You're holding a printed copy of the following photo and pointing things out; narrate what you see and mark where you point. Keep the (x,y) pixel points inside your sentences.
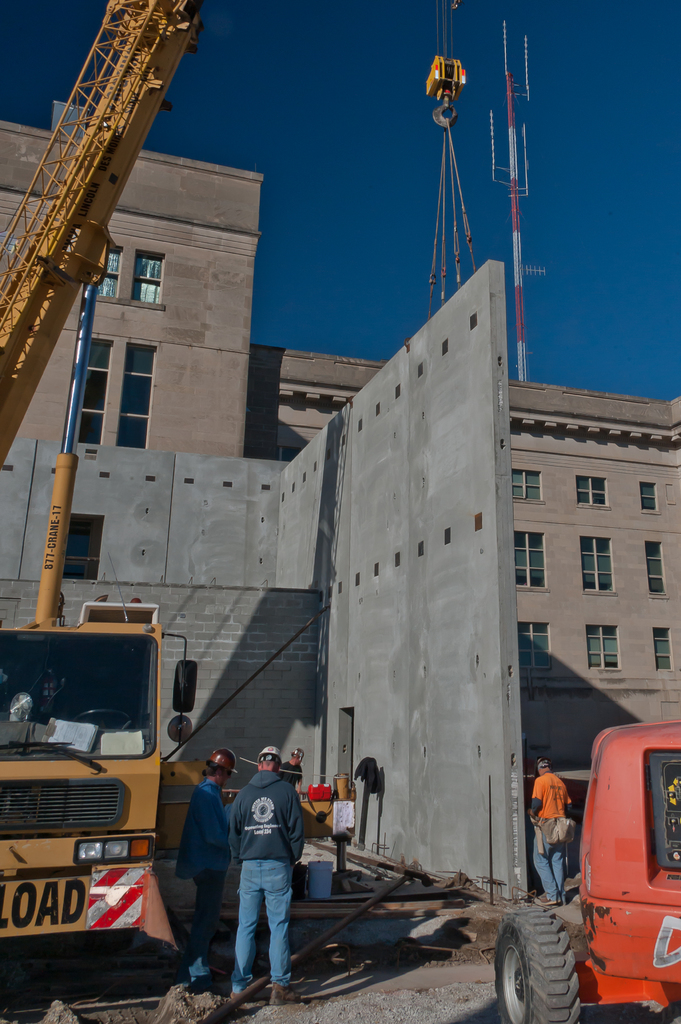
There are some persons (221,841) standing at the bottom of this image (196,847) and there is a building (388,556) in the background (333,551). There is a crane (89,612) on the left side of this image (36,711) and vehicle (585,971) is at bottom right corner of this image (599,892). There is a blue sky (356,176) at the top of this image (346,171).
